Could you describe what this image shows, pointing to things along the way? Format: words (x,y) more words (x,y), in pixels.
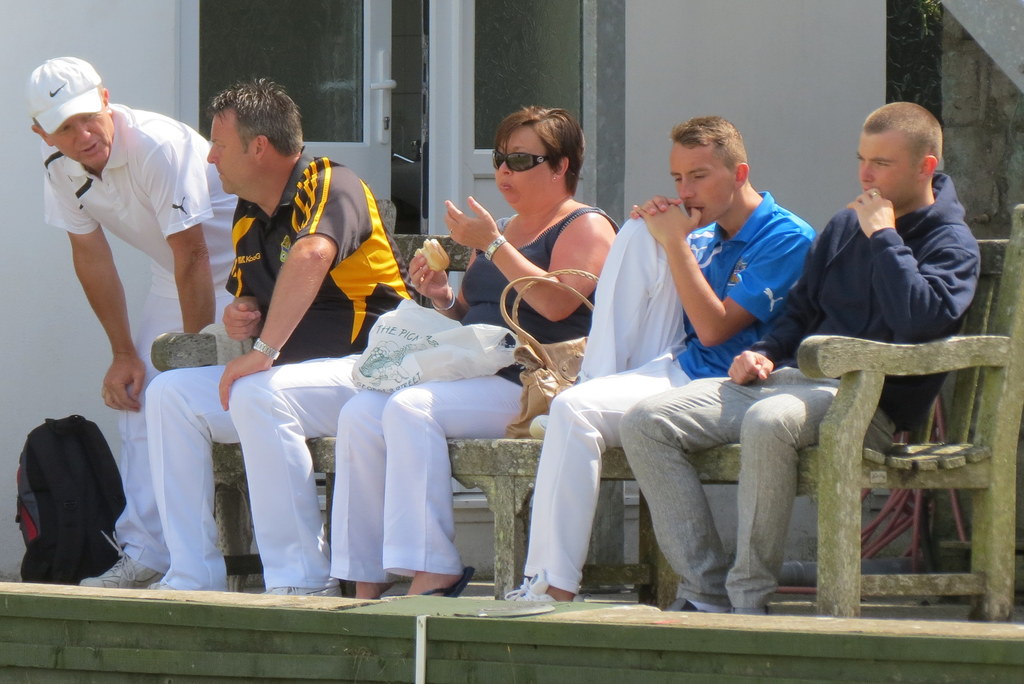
There are people (827,392) sitting on bench (194,363), beside bench (197,349) there is a man (125,164) talking and wore cap (56,93) and she is holding food (426,248) and cover (508,361), beside her we can see bag (549,377). We can see bag (69,533) on the surface (5,582). In the background (25,134) we can see wall (724,63) and window (546,75).
